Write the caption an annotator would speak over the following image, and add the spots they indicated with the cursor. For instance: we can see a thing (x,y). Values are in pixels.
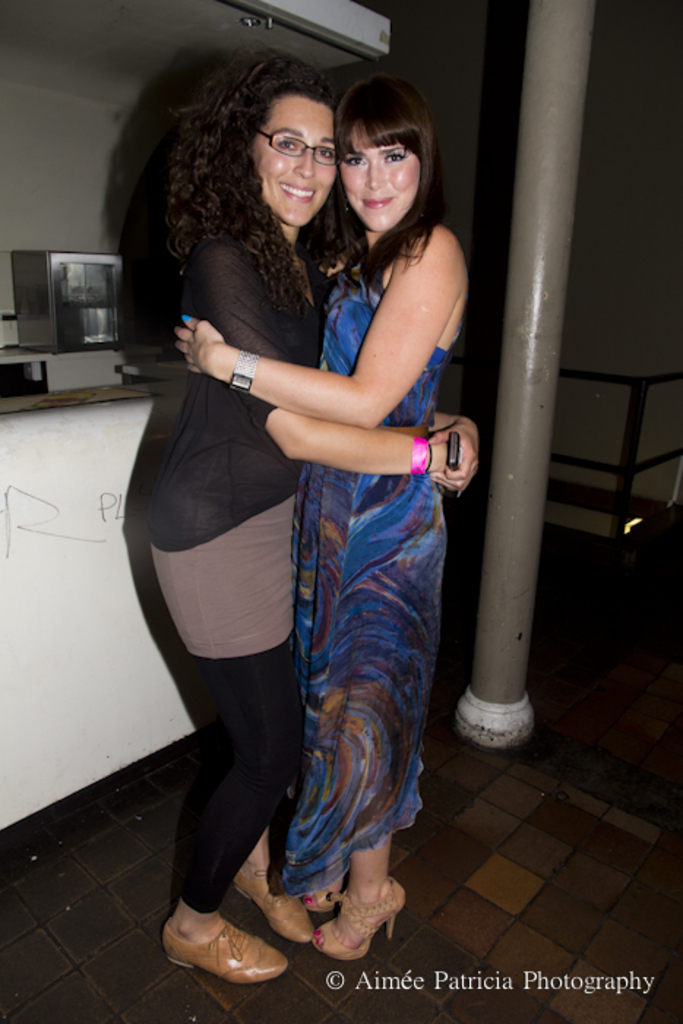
In this image, there are two women (336,766) standing on the floor (325,996), hugging each other and smiling. On the right side of the image (537,340), I can see a pole (572,45). On the left side of the image (74,501), there is an object (73,538). At the bottom of the image (639,985), I can see the watermark (631,988).
